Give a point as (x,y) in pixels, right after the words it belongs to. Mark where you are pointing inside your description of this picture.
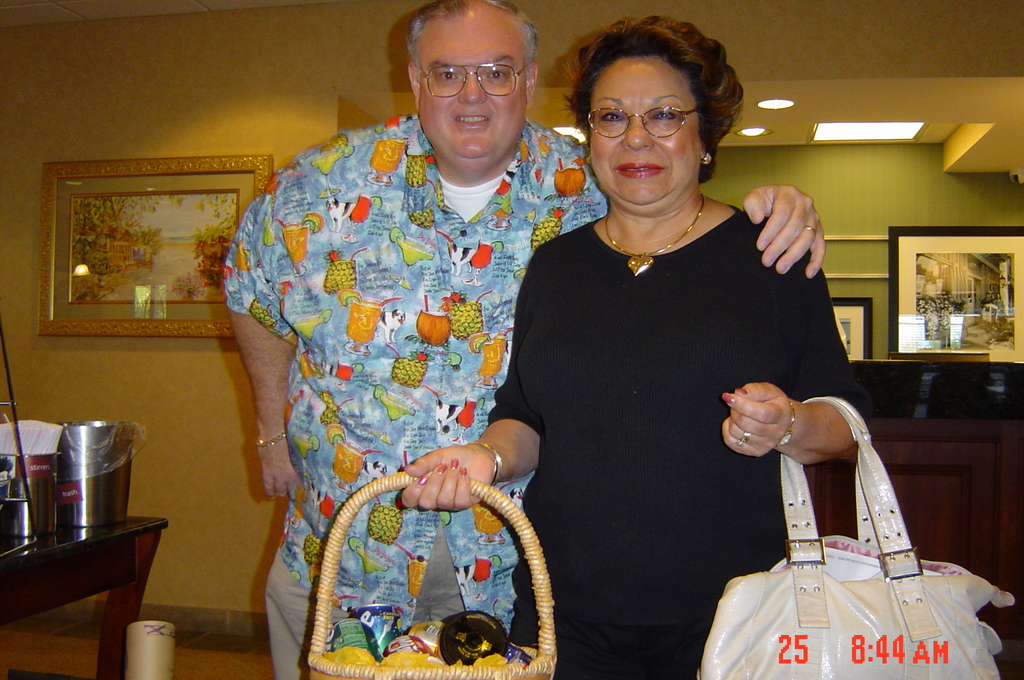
Here we can see a woman (789,435) standing on the right side (729,72) holding a basket (533,552) in one hand (492,464) and a hand bag (904,662) in other hand (751,395). There is a man (527,92) standing on the left side (285,194). In the background (239,123) we can see a photo frame (223,218) which is fixed to a wall (881,189).
